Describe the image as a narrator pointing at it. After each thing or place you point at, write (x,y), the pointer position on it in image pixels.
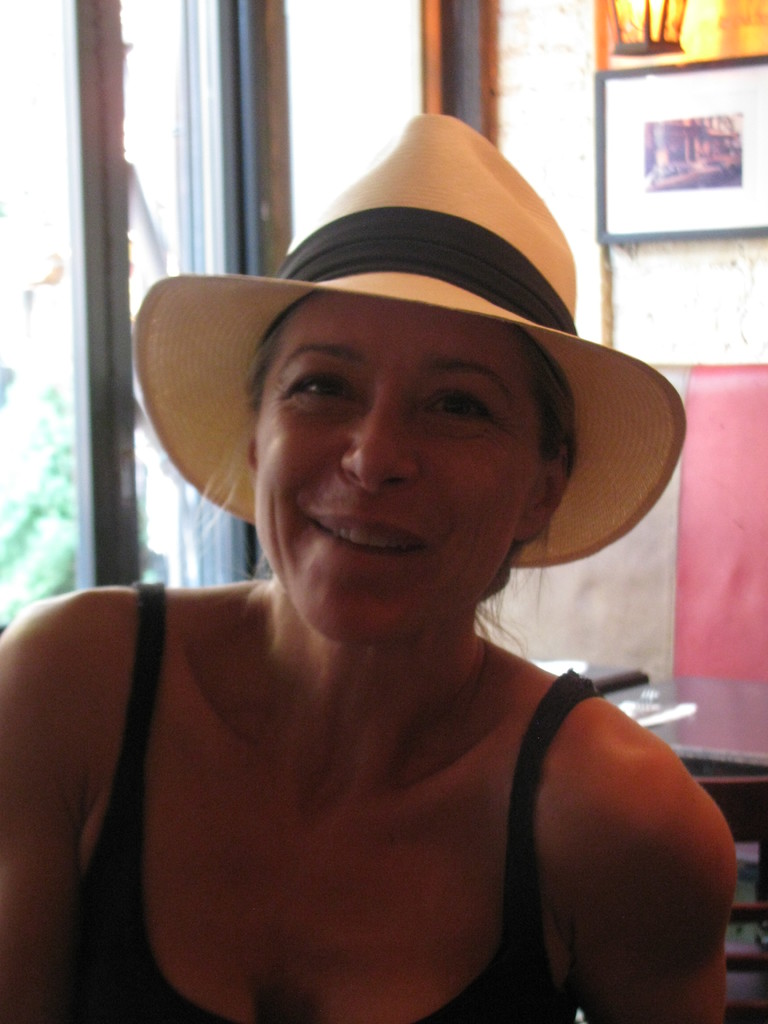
In this image a lady (277,865) is there in the foreground (352,608). She is wearing hat (404,232). In the background (738,708) there is a table (728,694), there is a photo frame (692,156) on the wall (578,176). This is looking like a window (55,416).
